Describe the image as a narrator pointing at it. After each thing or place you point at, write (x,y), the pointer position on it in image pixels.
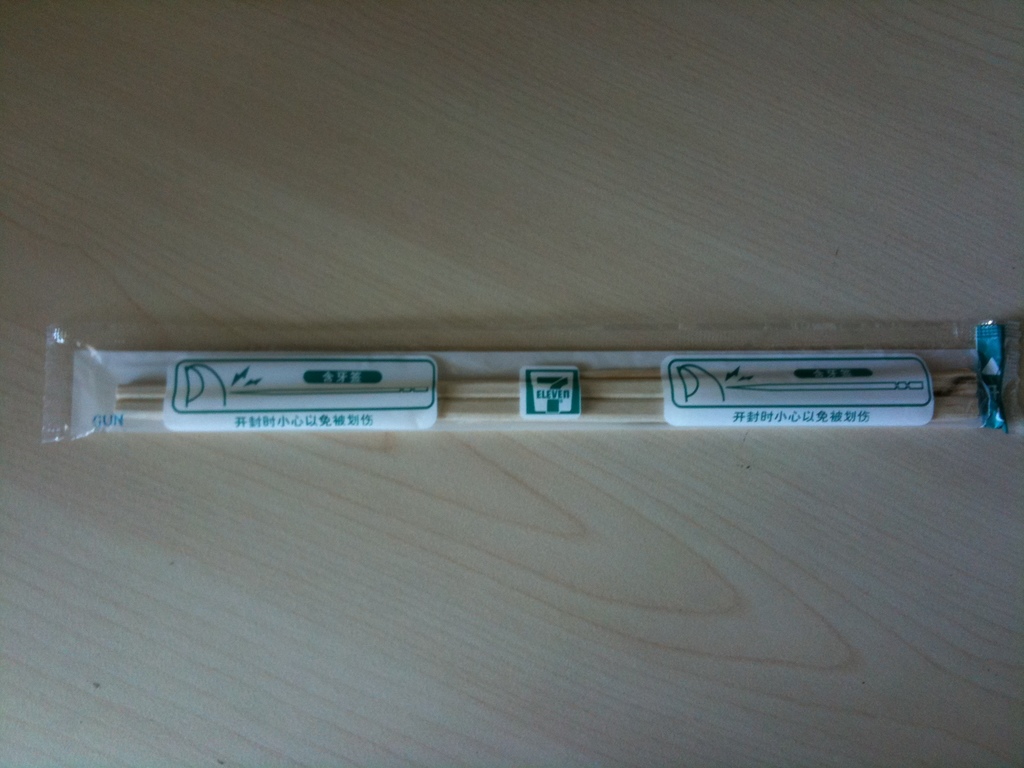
In the image we can see there is a plastic cover (430,414) in which there are wooden chopstick (586,373).
